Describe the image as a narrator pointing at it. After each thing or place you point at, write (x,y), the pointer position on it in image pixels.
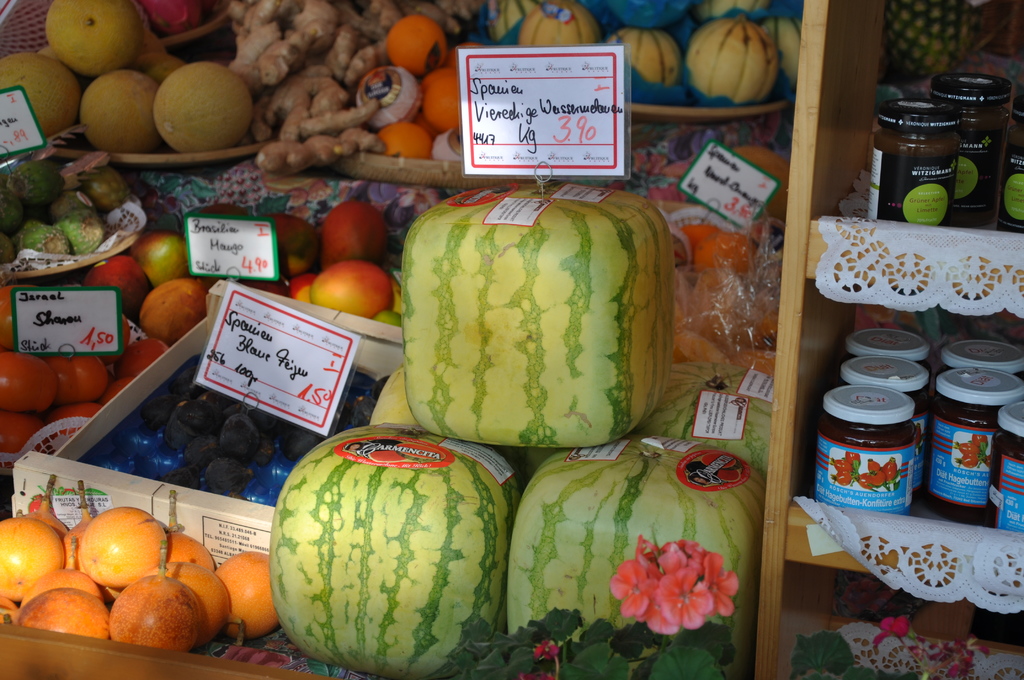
In the image in the center (369,339), we can see the racks (807,53), papers (485,88), baskets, banners (45,354) and different types of fruits (603,297) like watermelons (584,333), apples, oranges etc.
